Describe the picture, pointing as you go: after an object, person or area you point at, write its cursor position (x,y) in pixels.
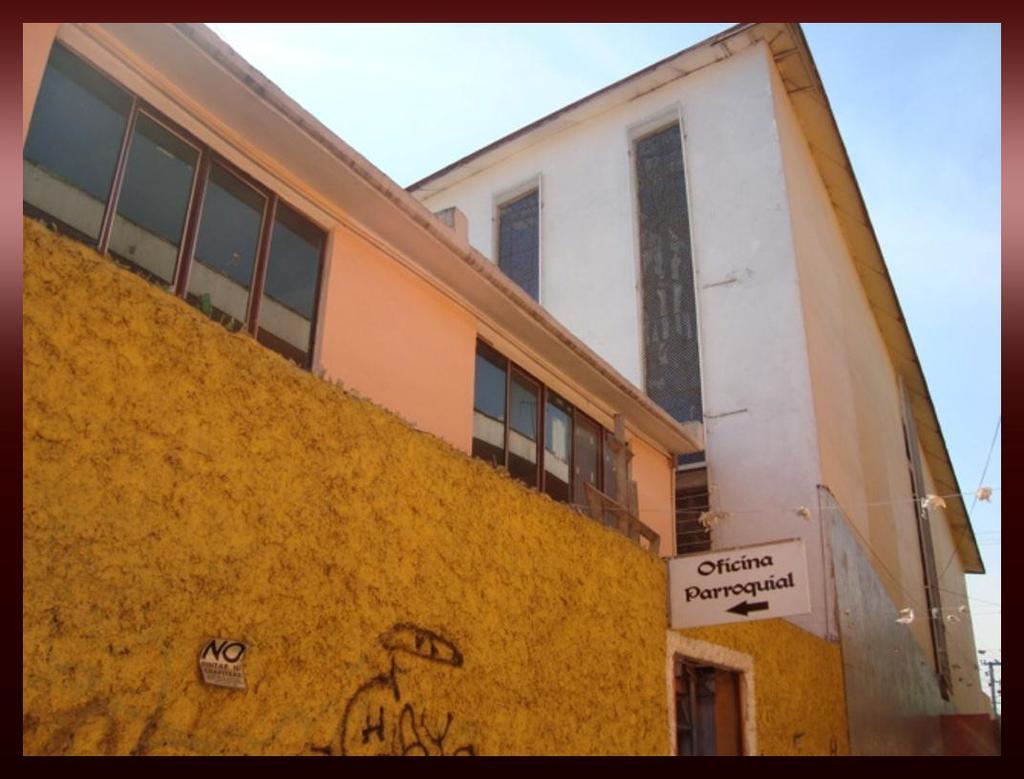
In this picture I can see some buildings (627,422) and sign board (737,586) with some text (763,585).
